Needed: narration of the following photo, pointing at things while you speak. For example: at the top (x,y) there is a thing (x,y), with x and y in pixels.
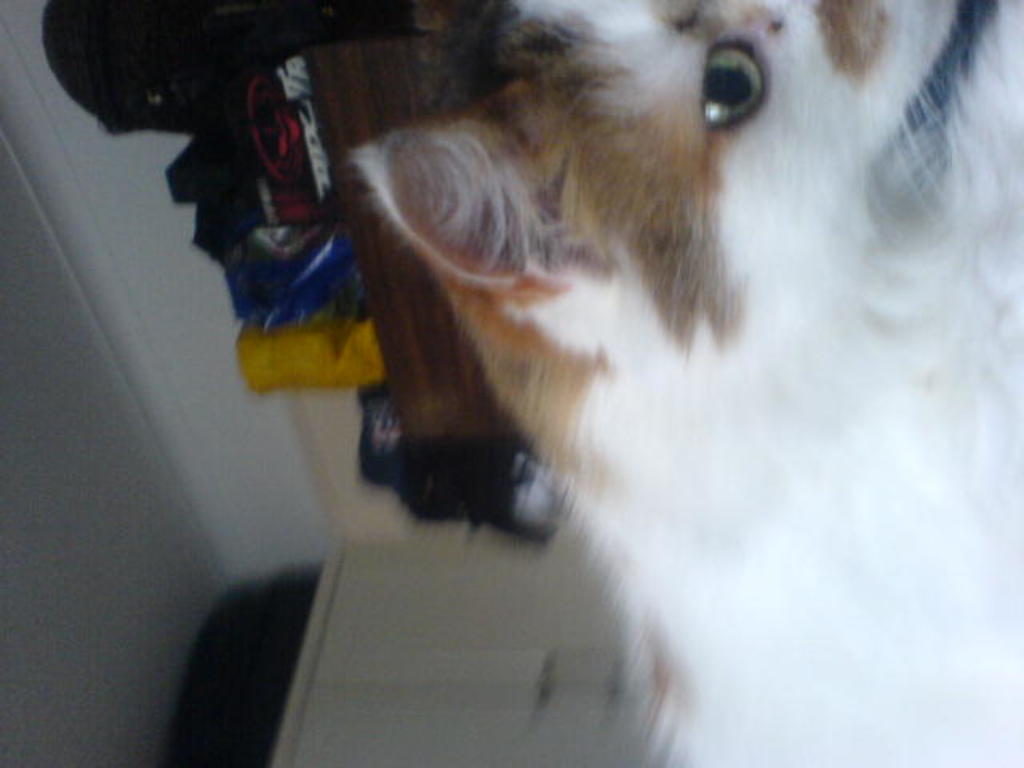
In this image I can see an animal (764,352) which is in white and brown color. In the background (319,283) I can see many objects (269,340) on the cupboard (351,606). I can also see the wall (93,364) in the back (150,340) and it is blurry.
